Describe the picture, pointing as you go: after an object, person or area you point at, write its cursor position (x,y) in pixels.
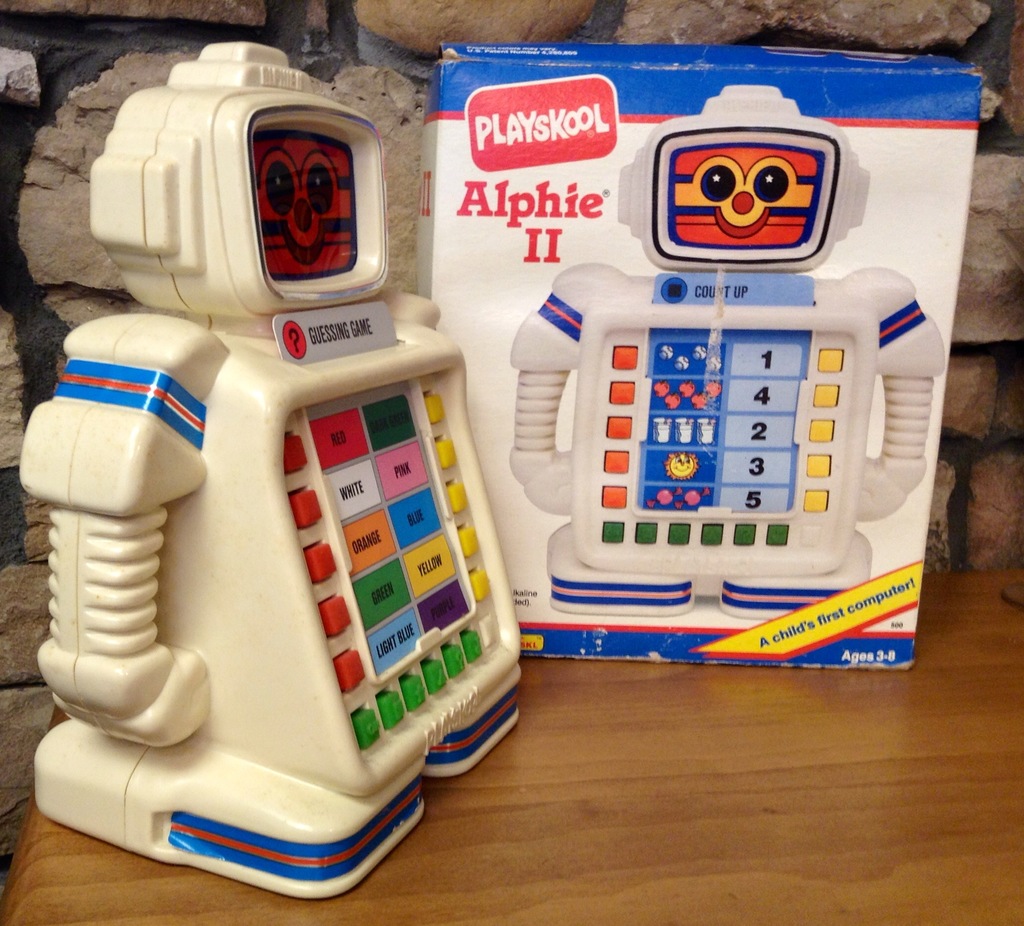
In this image there a toy robot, there is a toy robot (672,297) is printed on the box (689,392), the robot (226,568) is placed on a surface (709,783), the box (693,331) is placed on a surface (759,747), there is a wall (743,21) behind the box (768,334).
